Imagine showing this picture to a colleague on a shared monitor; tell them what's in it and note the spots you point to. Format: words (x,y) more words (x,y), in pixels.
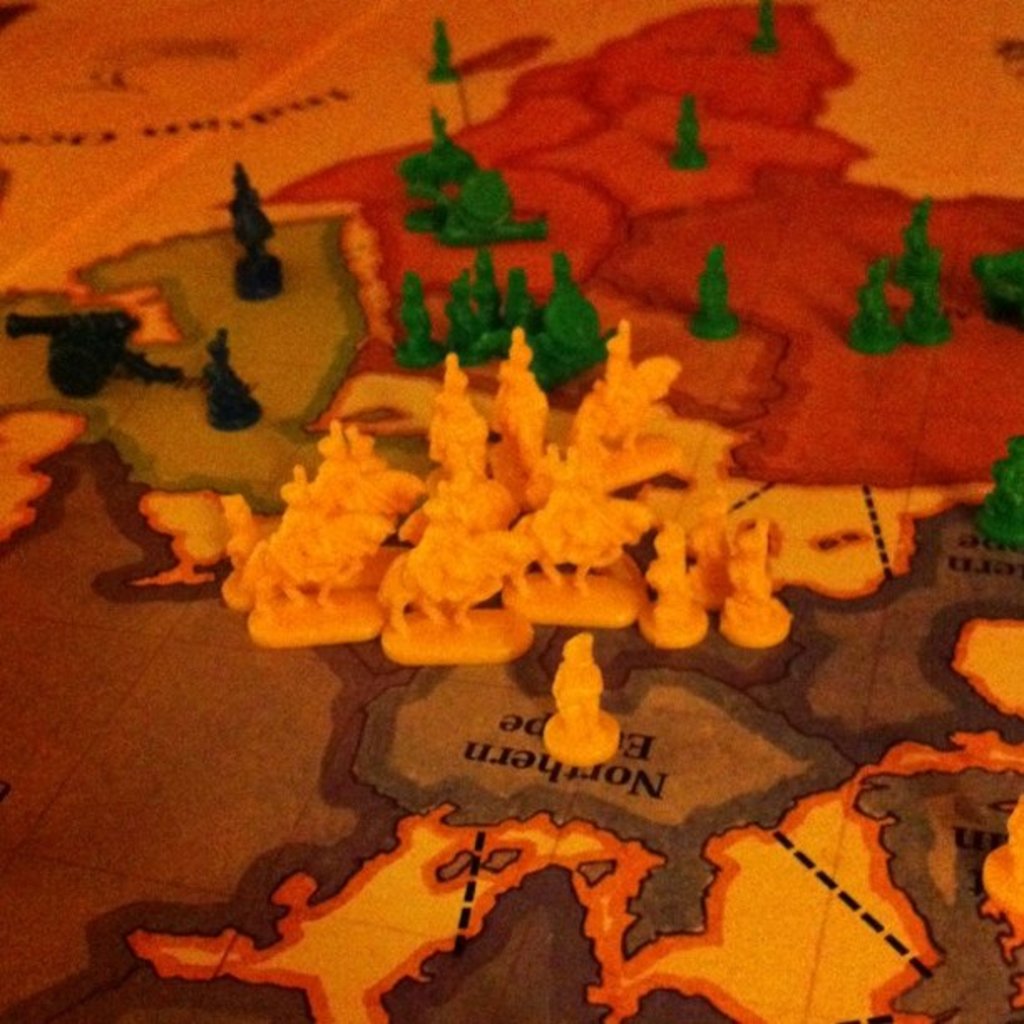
In the image we can see there are game pieces (343,562) of different colors kept on the map chart (695,496).
